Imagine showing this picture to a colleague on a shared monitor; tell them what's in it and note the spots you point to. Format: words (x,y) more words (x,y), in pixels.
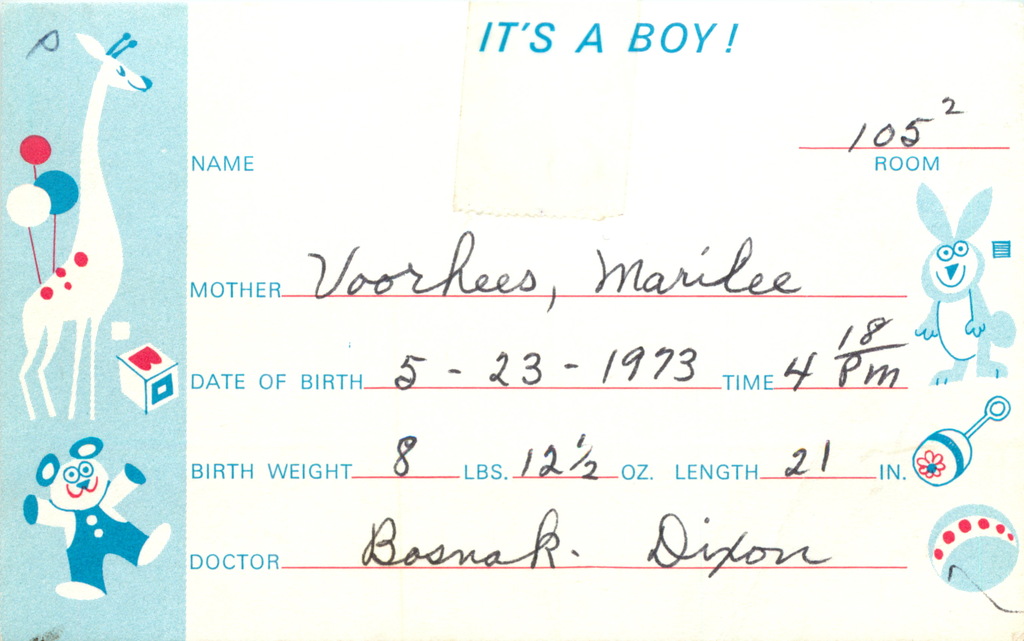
In this image there are text (754,389) and numbers (651,377) written on the paper (523,418) and there are drawings (75,455) of a doll (91,447) and animals (100,269).
